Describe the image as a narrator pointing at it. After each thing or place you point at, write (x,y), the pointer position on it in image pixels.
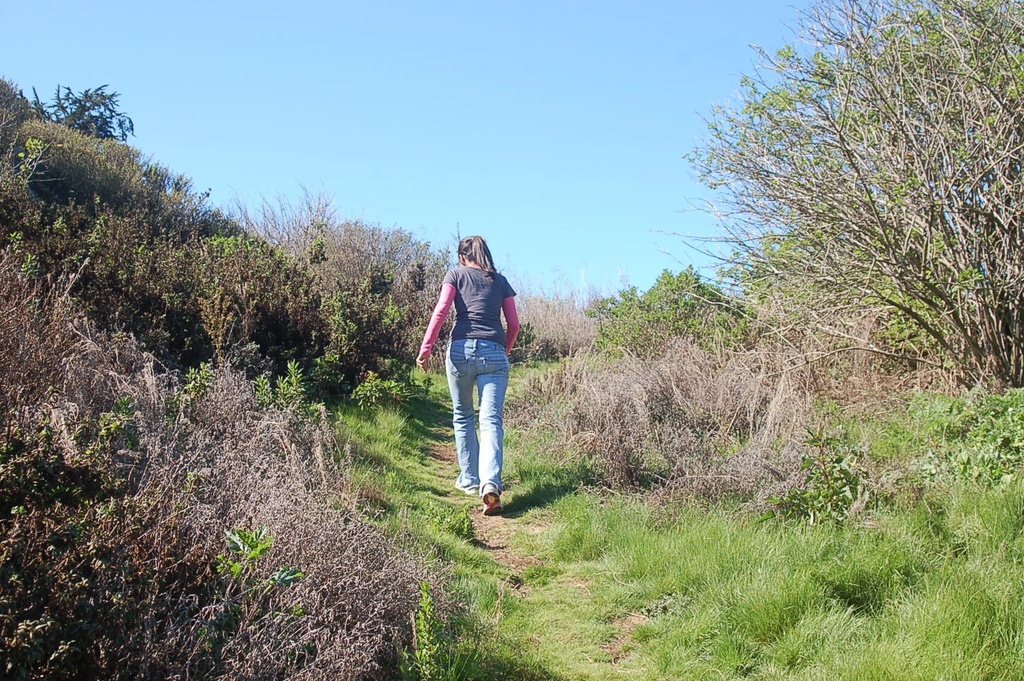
In this image in the front (605,577) there's grass (625,584) on the ground (694,586) and in the center (479,378) there is a woman (468,392) walking. In the background (419,293) there are trees (909,251).
